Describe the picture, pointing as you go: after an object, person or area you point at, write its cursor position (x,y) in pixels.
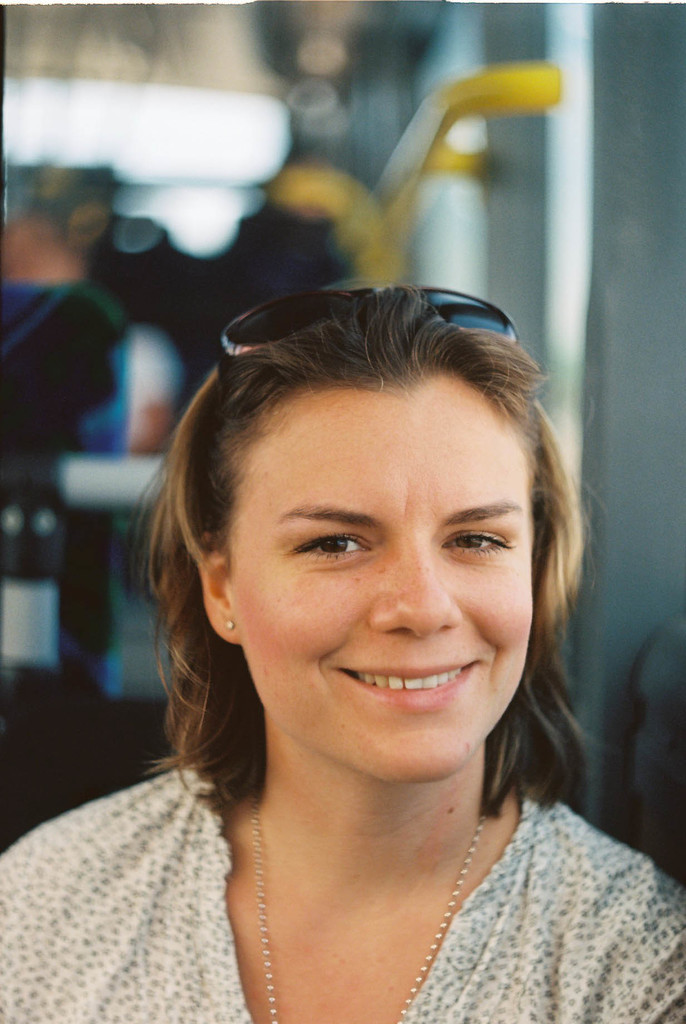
In this picture we can see a woman (373,789), she is smiling and in the background (643,65) we can see some objects (585,709) and it is blurry.
